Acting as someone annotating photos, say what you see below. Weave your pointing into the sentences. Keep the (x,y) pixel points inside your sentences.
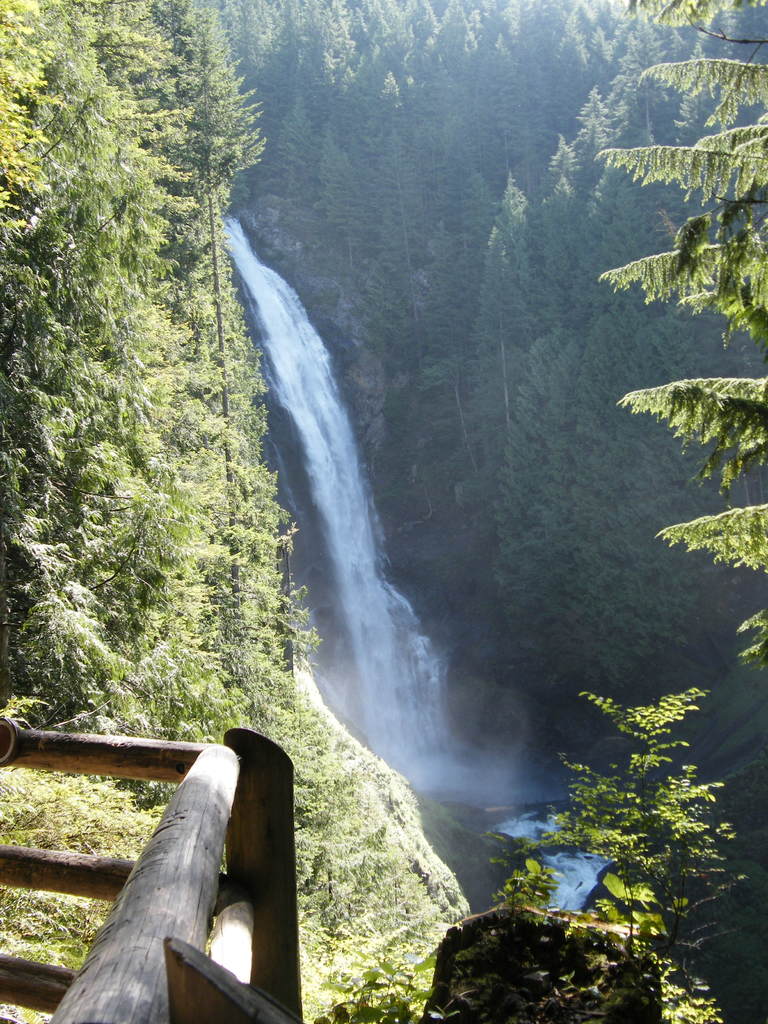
In this image we can see a waterfall (314,501). Also there are trees (228,341). In the left bottom corner (151,860) we can see a fencing (175,826) with woods (125,950).
